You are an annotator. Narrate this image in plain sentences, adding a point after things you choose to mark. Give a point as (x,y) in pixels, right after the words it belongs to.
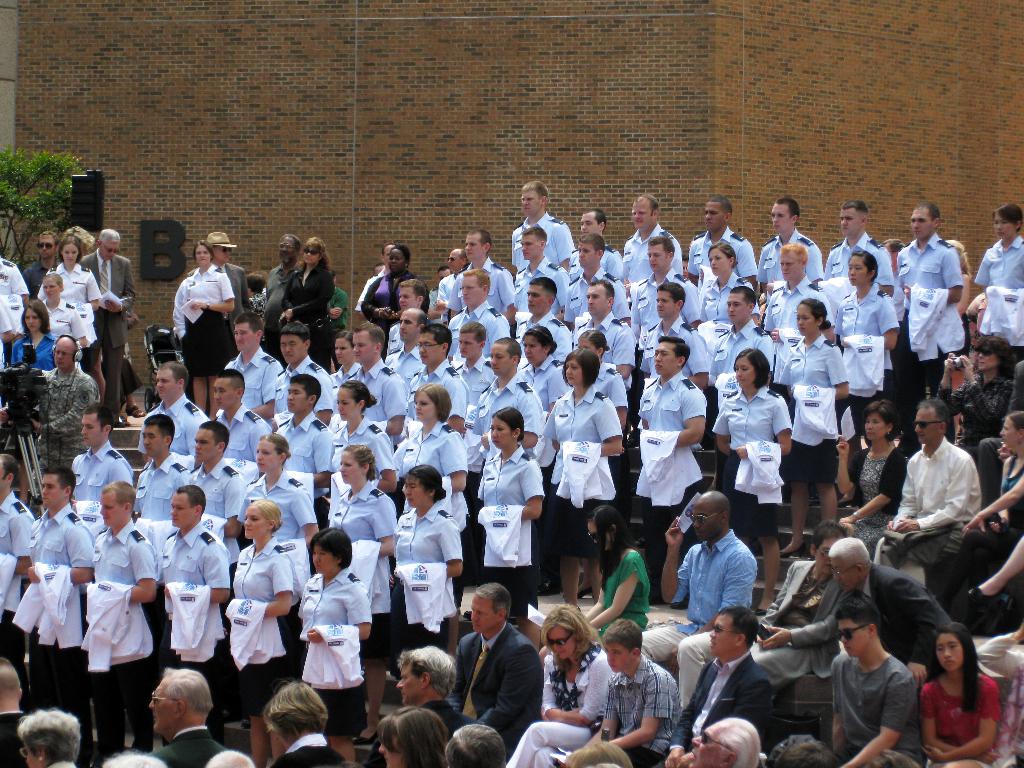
In this image we can see a group of people (750,398) wearing uniforms (462,453) and white shirt (439,590) in their hand (314,641) are standing on the staircase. To the right side of the image (700,668) we can see group of persons (653,714) sitting. On the left side of the image (73,407) we can see a person (77,375) wearing headphones (77,353) and holding a camera (33,388) in his hand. In the background (39,185), we can see a tree (22,194).
